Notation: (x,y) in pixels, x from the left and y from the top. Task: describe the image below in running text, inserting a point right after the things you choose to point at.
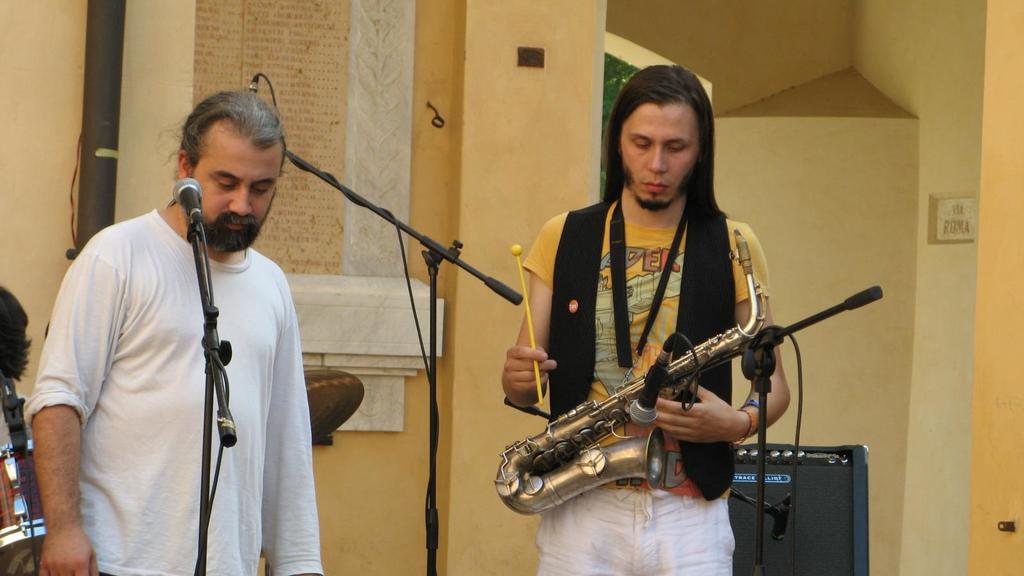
In this image, we can see a person (671,558) holding a musical instrument (581,425) and stick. On the left side of the image (156,400), we can see another person (159,416) standing In-front of them, there are microphones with stands (758,553) and wires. In the middle of the image (419,340), we can see a stand (433,395) with wire (419,340). In the background (419,362), there is a wall (450,365), black device (844,484), pipe (96,186), wire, musical instrument (12,484) and some objects (4,401).
